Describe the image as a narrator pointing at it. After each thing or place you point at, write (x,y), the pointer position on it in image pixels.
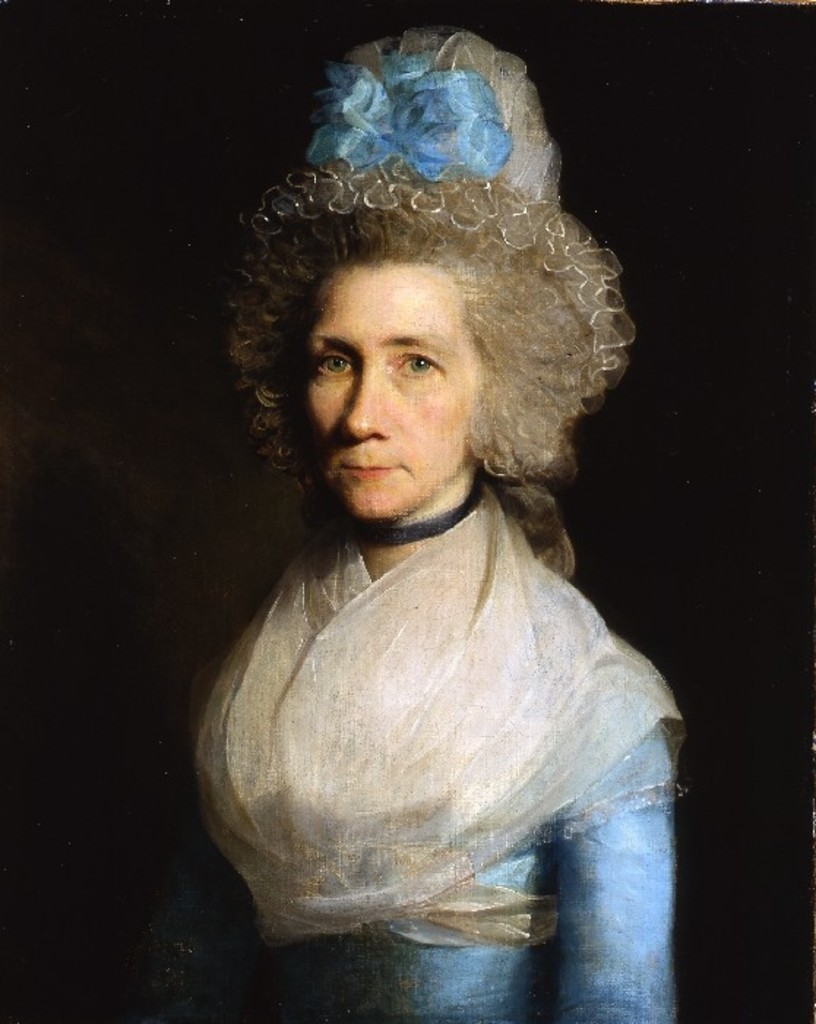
In the picture I can see the painting (302,489) of a woman (369,443) wearing blue color dress (593,868) and hat (417,190) and the background of the image (93,112) is dark.
